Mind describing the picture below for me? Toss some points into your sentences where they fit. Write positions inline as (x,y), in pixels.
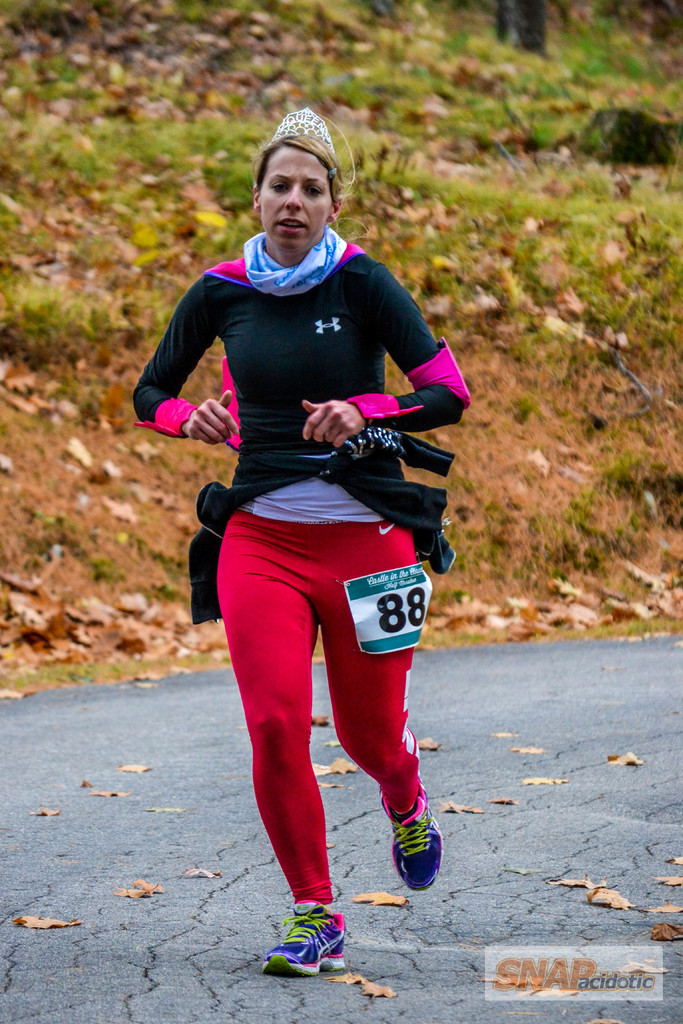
In this image we can see a person (250,435) running on the road (455,853). In the background (169,95), we can see the leaves (572,607) and grass (441,62). And at the bottom (568,975) there is a text (573,975) written on the image.
